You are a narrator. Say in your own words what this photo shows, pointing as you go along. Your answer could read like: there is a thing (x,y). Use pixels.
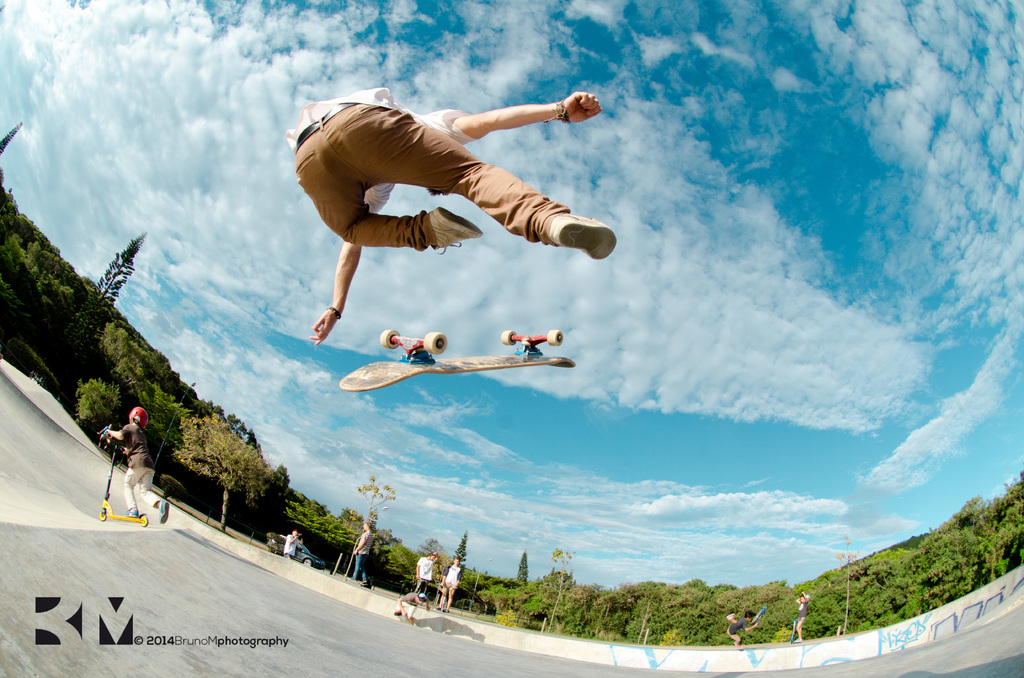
This image is taken outdoors. At the top of the image (488,95) there is the sky (751,353) with clouds (339,432). In the background (634,600) there are many trees (238,483) and plants (892,577). At the bottom of the image (200,526) there is a skating rink (279,624) and a person (143,446) is skating on the skating rink (183,551). There is another skating rink (360,601) and a few (355,577) are standing on it and a few (747,618) are skating on it. A car (302,559) is parked on the ground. In the middle of the image (461,364) a man (344,204) is skating with a skating board (429,364).
